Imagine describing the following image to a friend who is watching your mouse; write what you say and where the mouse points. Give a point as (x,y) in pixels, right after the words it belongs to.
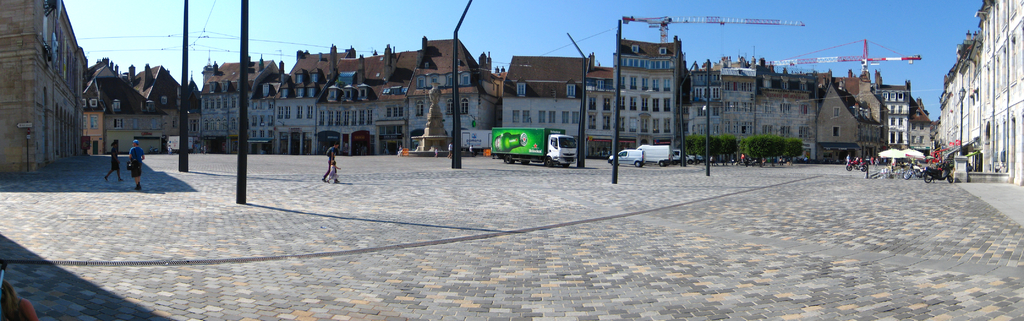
In this image I can see number of buildings (301,107), number of poles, wires (161,50), few vehicles (939,175), few trees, shadows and I can also see number of people (871,158). In the background (596,58) I can see the sky (906,41).
